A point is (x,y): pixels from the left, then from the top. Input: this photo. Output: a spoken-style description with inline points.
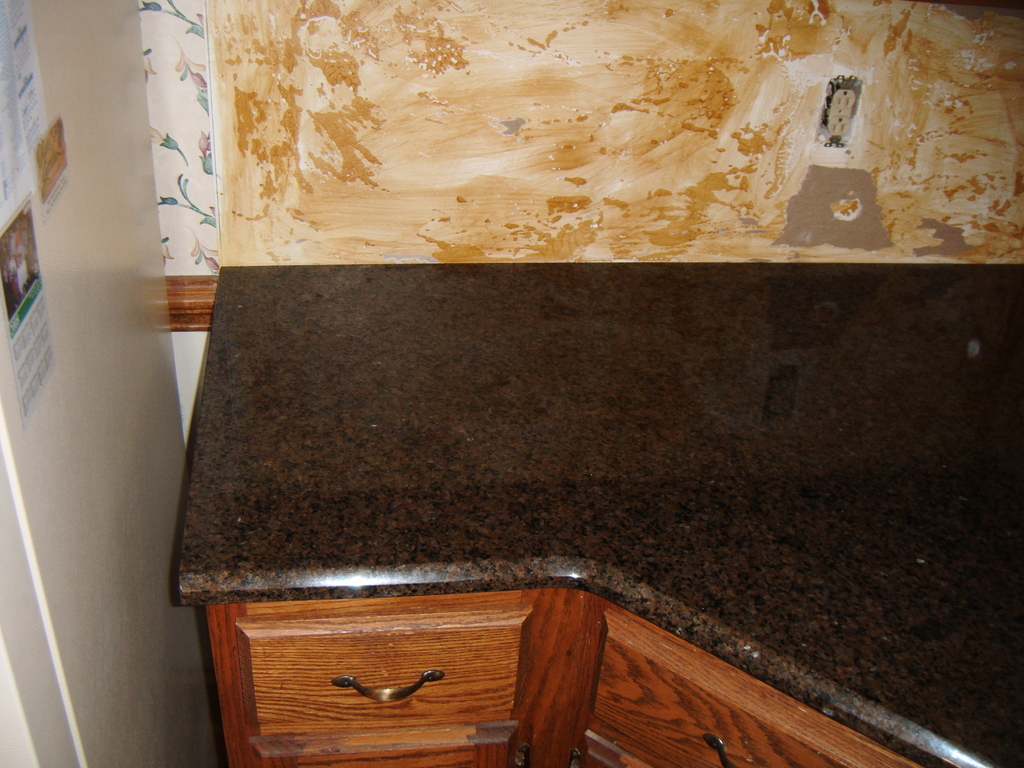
In this image we can see drawers (499,641) and a wall (143,488) with posters (26,326) on the left side (23,160) and a wall (407,165) in the background (627,160).
